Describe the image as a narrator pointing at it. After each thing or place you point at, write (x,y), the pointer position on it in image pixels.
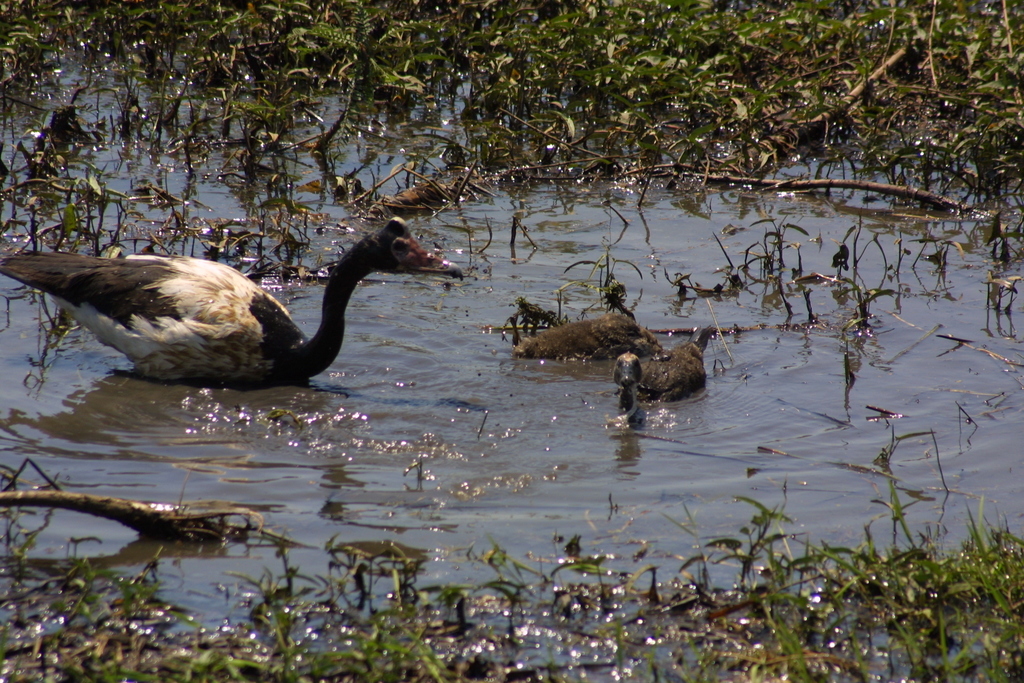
In this image I can see water (579,268) and on it I can see three birds (620,328) and grass (754,120).
